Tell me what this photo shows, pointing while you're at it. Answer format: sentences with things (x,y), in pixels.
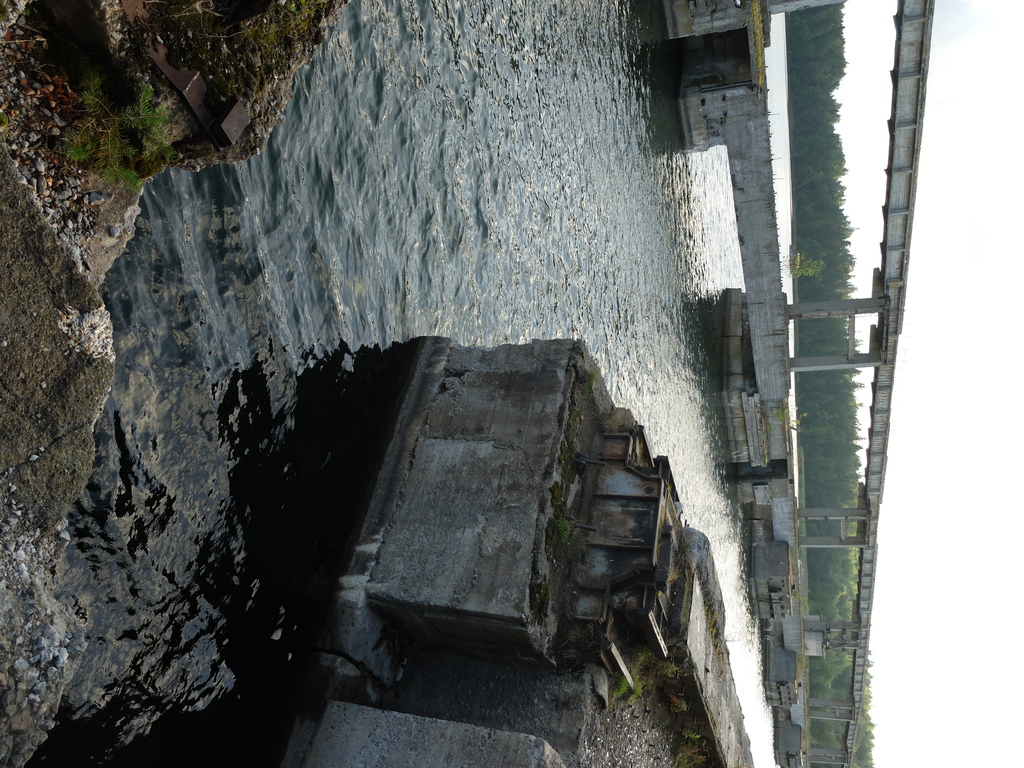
In this image we can see a river (332,278). On the right (773,195) there is a bridge (752,246) and trees (843,192). In the background (845,95) there is sky (864,124).
